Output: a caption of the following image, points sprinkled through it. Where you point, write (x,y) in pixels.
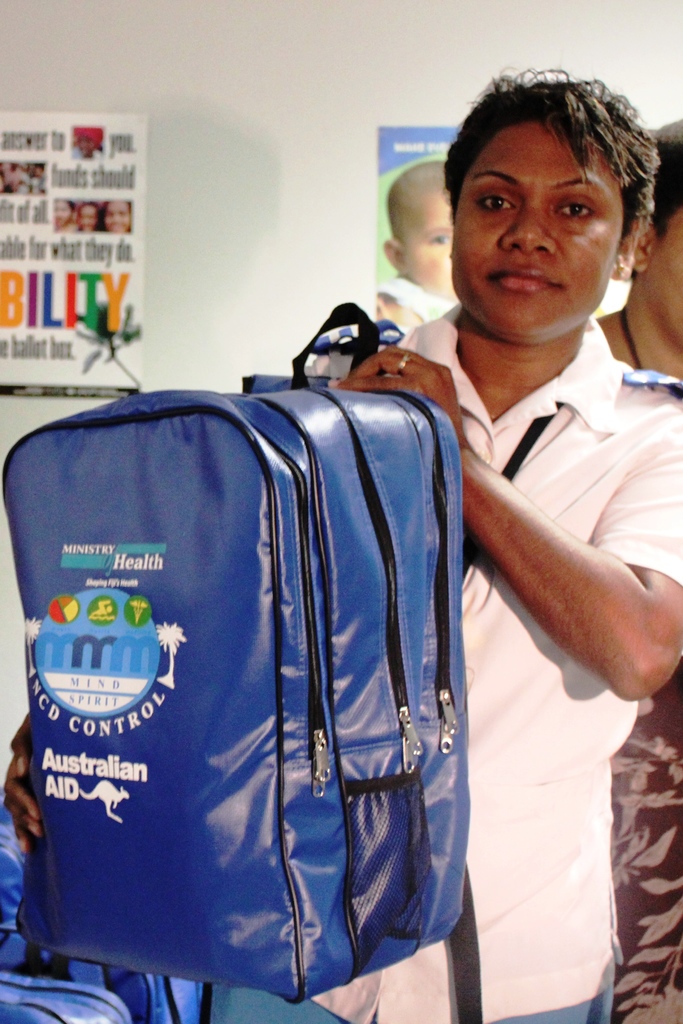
This is the picture of a room (336,113). In this image there is a person (553,1002) standing and holding the bag (221,643), at the back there is an another person (660,856) standing. At the bottom (8,1017) there are bags (11,908). At the back (31,176) there are frames (121,317) on the wall (336,242).
